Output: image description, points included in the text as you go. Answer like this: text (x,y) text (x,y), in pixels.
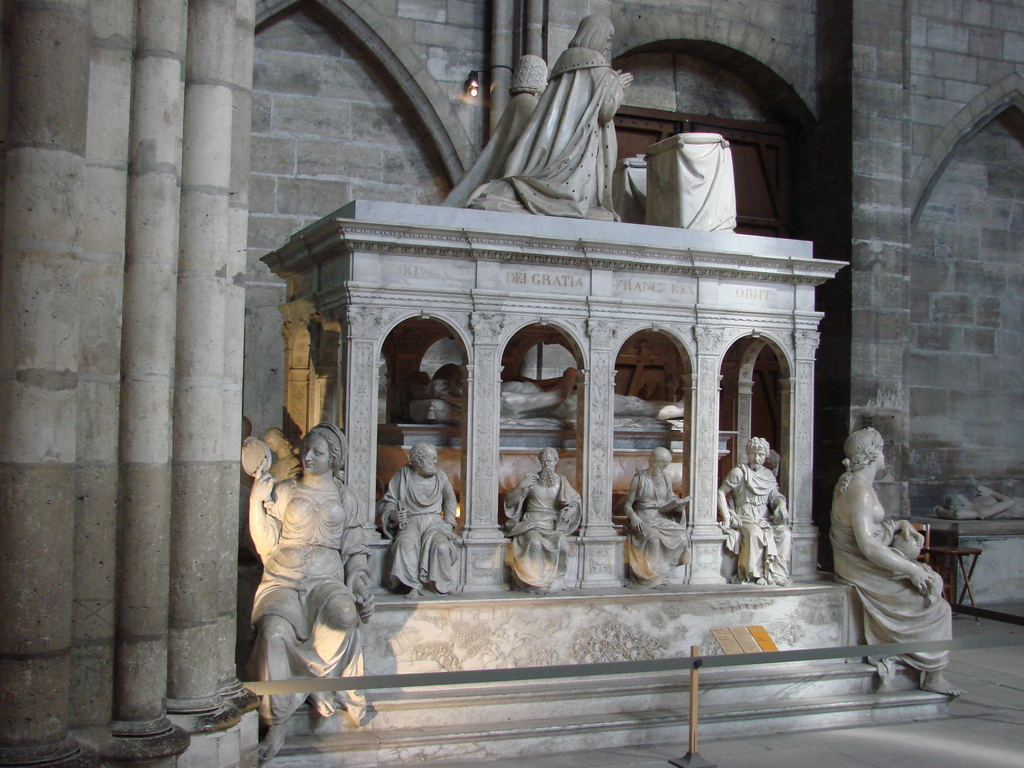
In this image there are sculptures of persons (588,77), there is a table (949,553) towards the right of the image (968,590), there is a fence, there are pillars (131,191) towards the left of the image (114,252), there is a door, there is a light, at the background of the image (483,81) there is a wall (304,145), there is text (545,279) on the wall (647,277).
